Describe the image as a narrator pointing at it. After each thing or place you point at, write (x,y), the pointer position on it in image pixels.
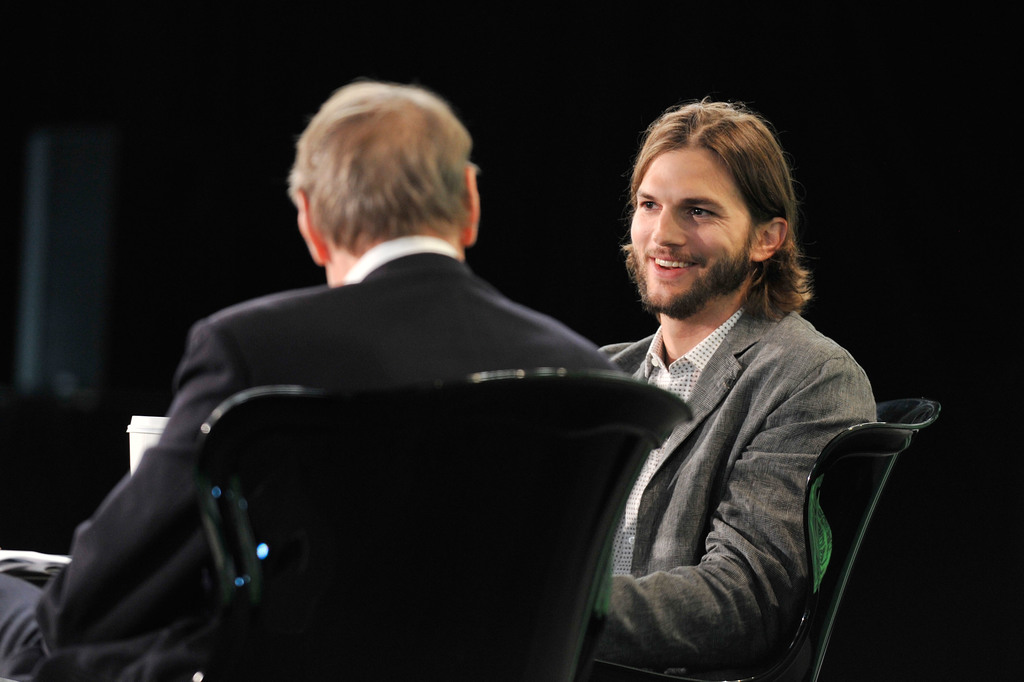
In this image, I can see two persons (461,308) are sitting on the chairs (365,490) and one person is holding a paper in hand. In the background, I can see a dark color. This picture might be taken in a hall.
